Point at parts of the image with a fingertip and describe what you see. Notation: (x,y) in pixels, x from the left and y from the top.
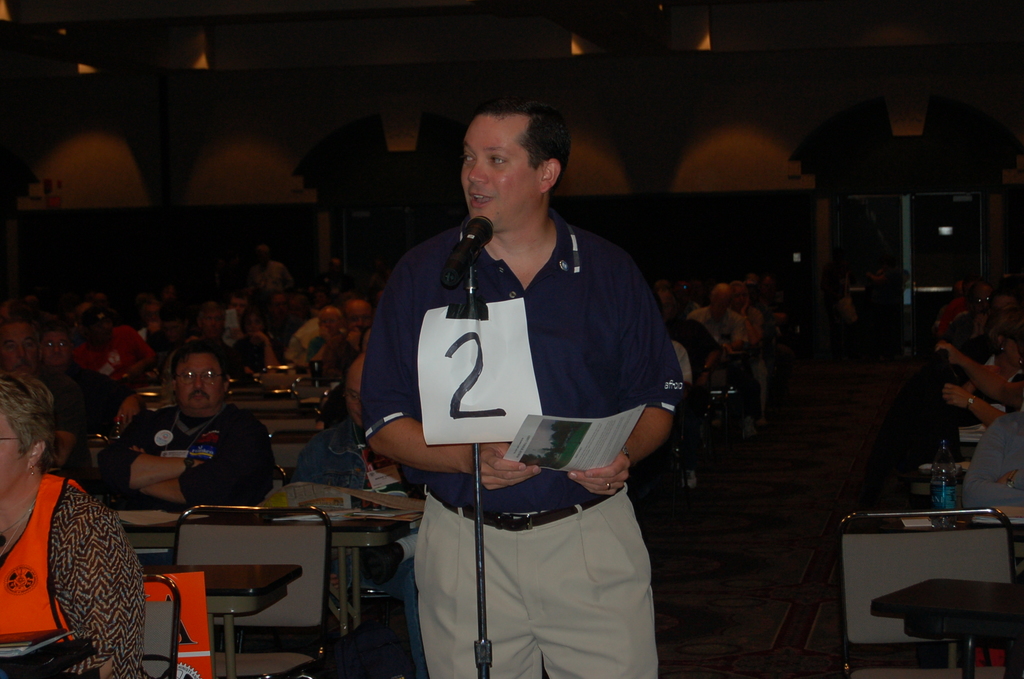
This picture is of inside the conference hall (952,430). On the right (939,437) there group of persons (975,365) sitting on the chairs (1002,540) and there is a water bottle (946,500) and a book (911,523) placed on the top of the table (959,529). In the center (629,302) there is a man (545,226) wearing blue color t-shirt (597,313), holding a paper (585,433) and seems to be talking, in front of him there is a microphone (469,259) attached to the stand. On the left (180,365) there are group of people (189,344) sitting on the chairs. In the background (255,34) we can see a wall (705,109), a door (917,217) and a person (843,289) standing in front of the door (921,240).
